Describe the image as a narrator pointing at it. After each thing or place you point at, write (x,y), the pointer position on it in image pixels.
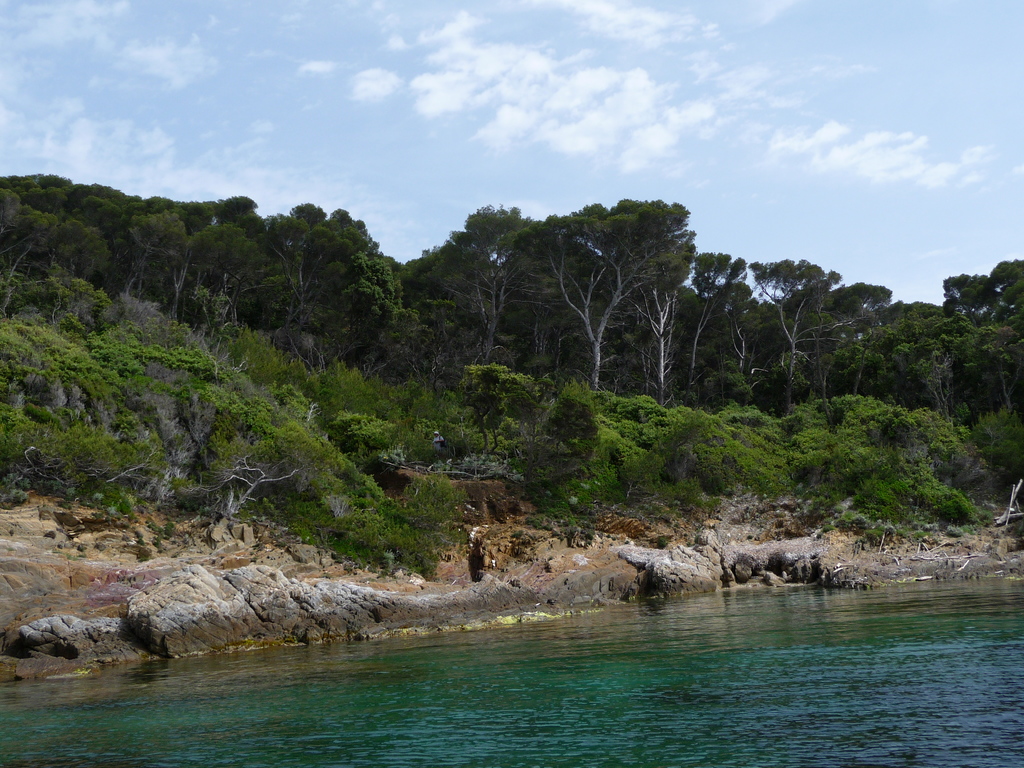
In this picture we can see water (647,731), trees (285,453) and rocks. In the background of the image (793,172) we can see the sky (889,172).
